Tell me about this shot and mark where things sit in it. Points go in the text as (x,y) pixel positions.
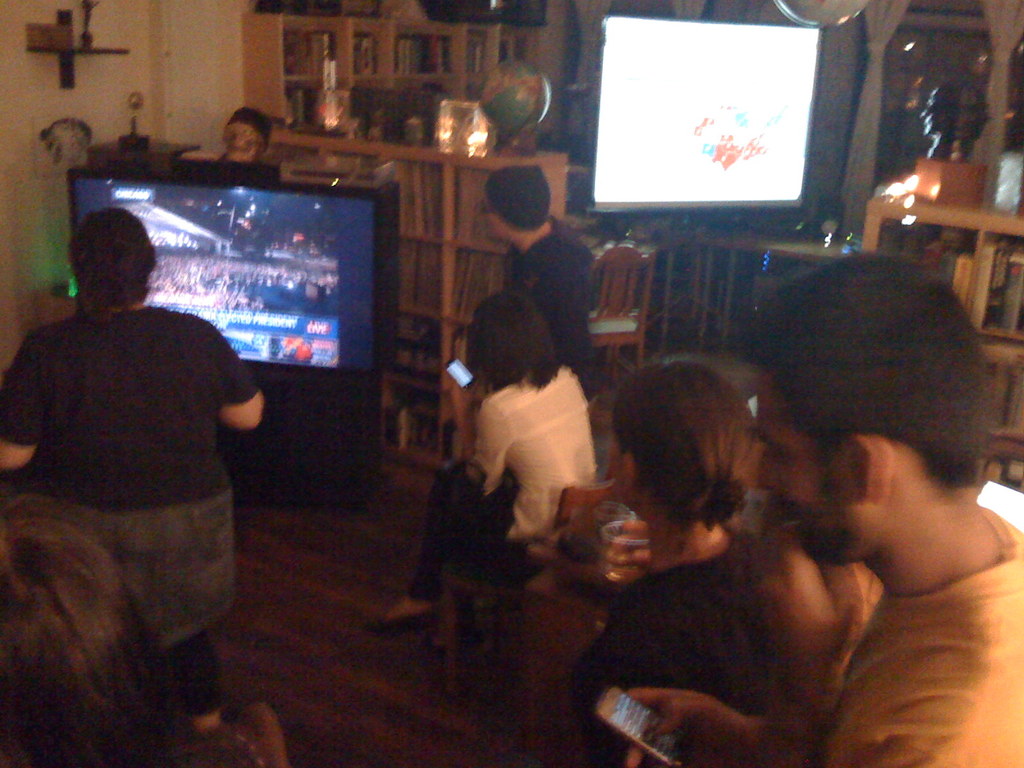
In the image we can see there are people (527,510) sitting and some of them are standing, they are wearing clothes (157,562). Here we can see screen (242,217) and the floor (389,697). We can even see the window (892,87), curtains (858,105) and lights (442,117). Here we can see shelves (456,268) and there are books (415,188) on the shelf (969,222). We can even see the chairs (622,307).
